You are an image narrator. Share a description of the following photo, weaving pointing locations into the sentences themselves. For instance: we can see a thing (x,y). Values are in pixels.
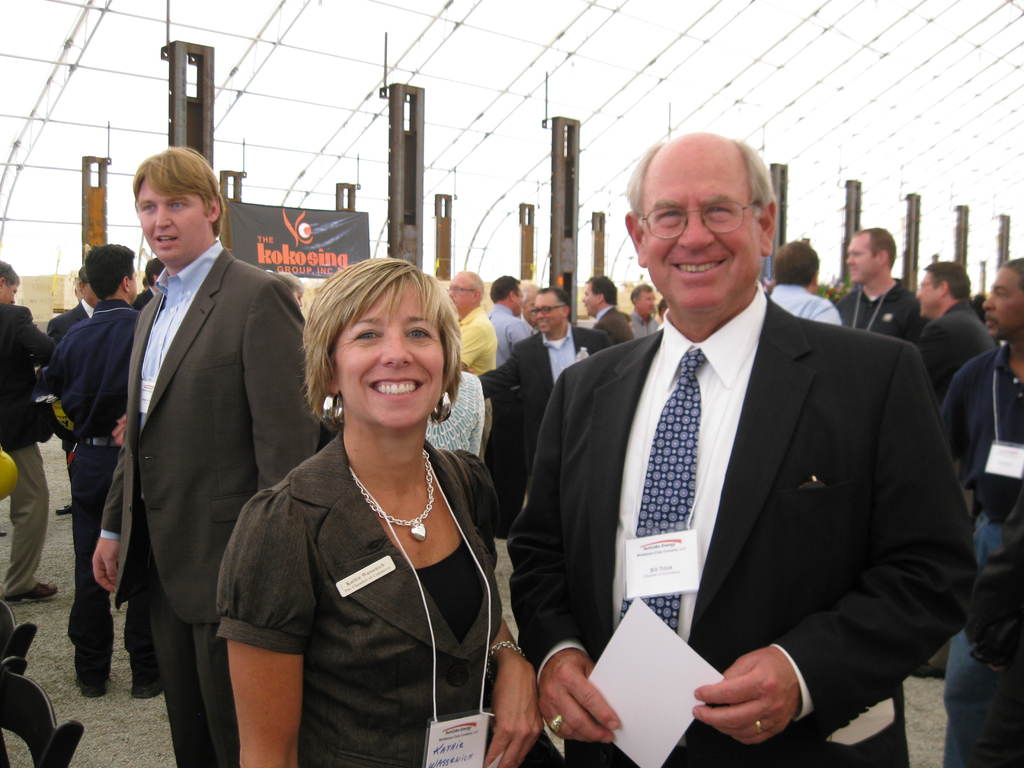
In this image in front (270,728) there are two people (345,420) wearing a smile on their faces (694,293). Behind them there are a few other people (929,285). In the background of the image (600,230) there are metal rods (600,230). There is a banner (316,214).
